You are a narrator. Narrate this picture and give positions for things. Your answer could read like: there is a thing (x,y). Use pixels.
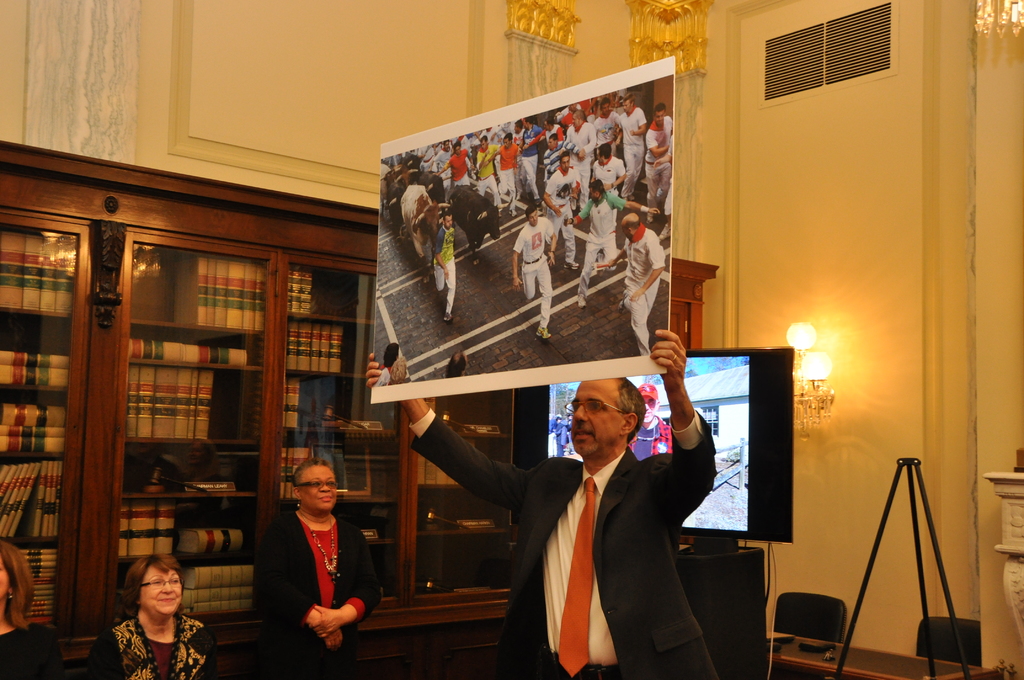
In this image I can see a man (537,472) is holding a board (524,333) which has a picture (535,311) on it. In this picture I can see people (529,273) on the road (476,324). In the background (214,425) I can see women (172,605), TV screen (743,475), wooden book glass shelves (388,446) which has books (205,435), lights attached to the wall (857,366) and other objects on the floor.
